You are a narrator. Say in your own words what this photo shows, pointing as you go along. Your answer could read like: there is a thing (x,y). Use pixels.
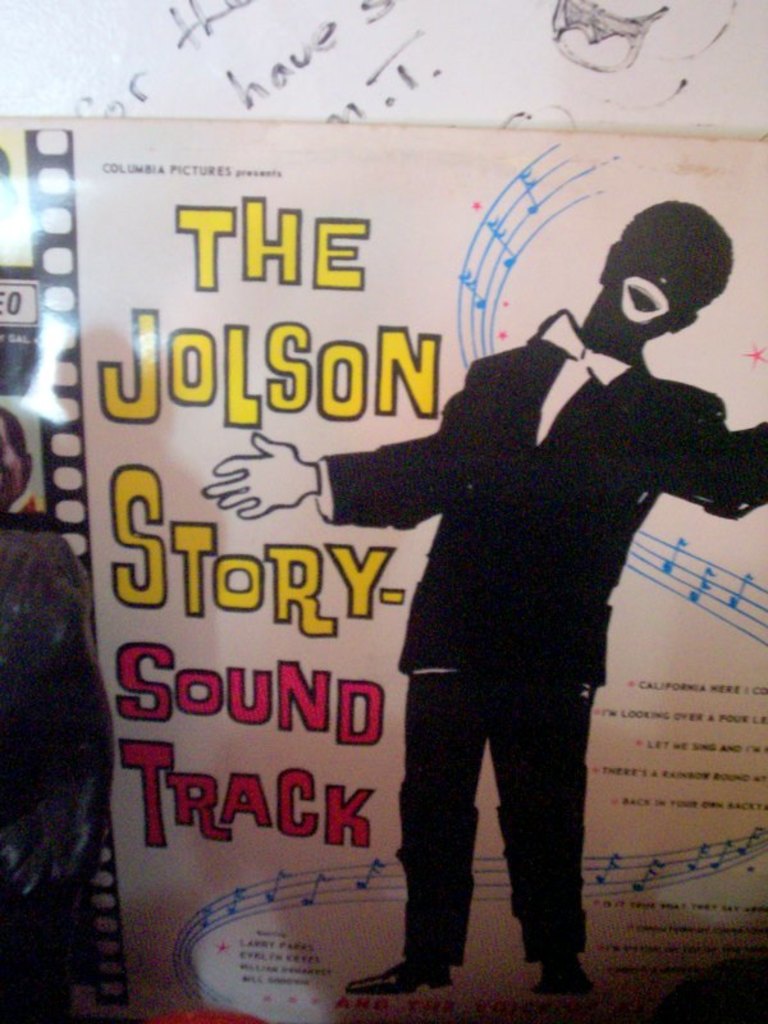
In this picture I can see a poster (388,184) in front (57,190), on which there is something written and I can see the depiction picture (485,408) of a person (547,426) on the right side of the poster (554,358). On the top of this picture (321,68), I can see few words (281,77) written on the white color thing (353,64).
